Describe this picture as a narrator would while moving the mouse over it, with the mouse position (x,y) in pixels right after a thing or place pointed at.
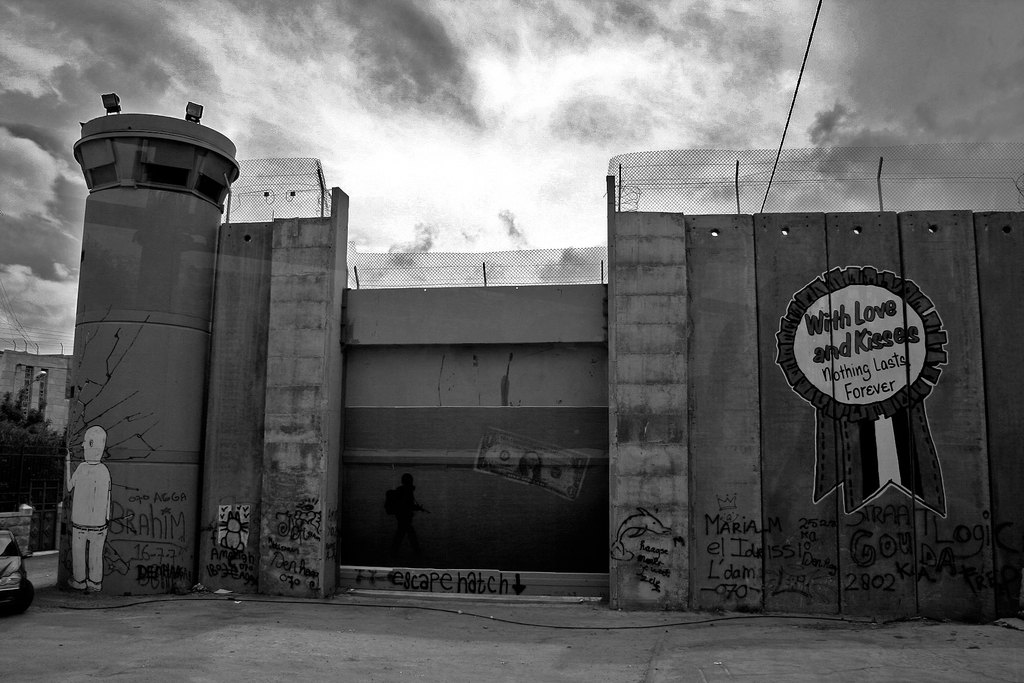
This picture is clicked outside. In the center (559,328) there is a building (239,364) on which we can see the pictures (94,509) of a person (85,519) and a fish (628,522) and a currency note (538,471) and we can see the text (816,564) is written on the walls (742,307) of the building (881,257). On the left (21,550) there is a vehicle (16,571) seems to be running on the ground (133,637). In the background (498,118) we can see the sky (544,59), cable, mesh (824,183), metal rods (736,184) and a tree (53,447).
